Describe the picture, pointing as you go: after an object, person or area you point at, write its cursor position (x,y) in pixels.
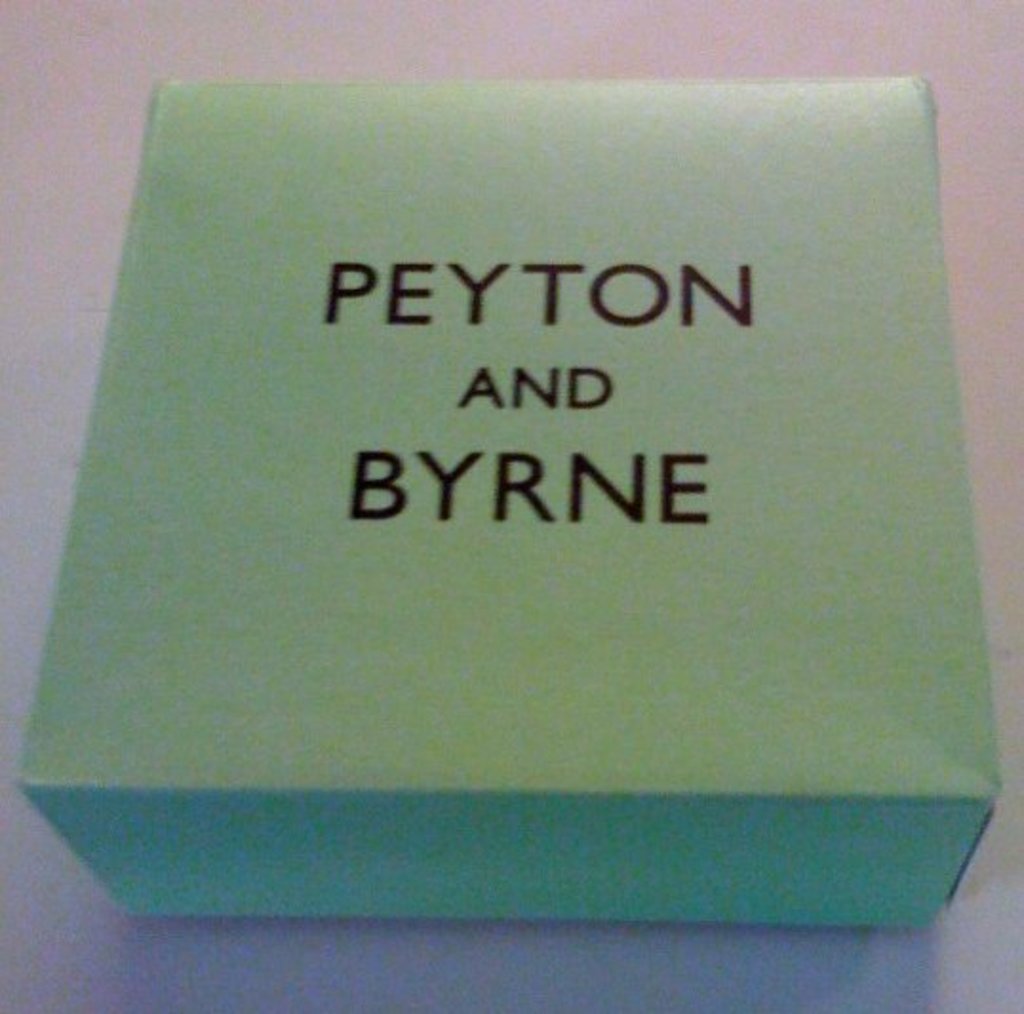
In this picture, we see a cardboard box (470,670) in green color. On top of it, it is written as "Peyton and Byrne". In the background (498,43), it is white in color. This box (583,658) might be placed on the white table (416,931).
